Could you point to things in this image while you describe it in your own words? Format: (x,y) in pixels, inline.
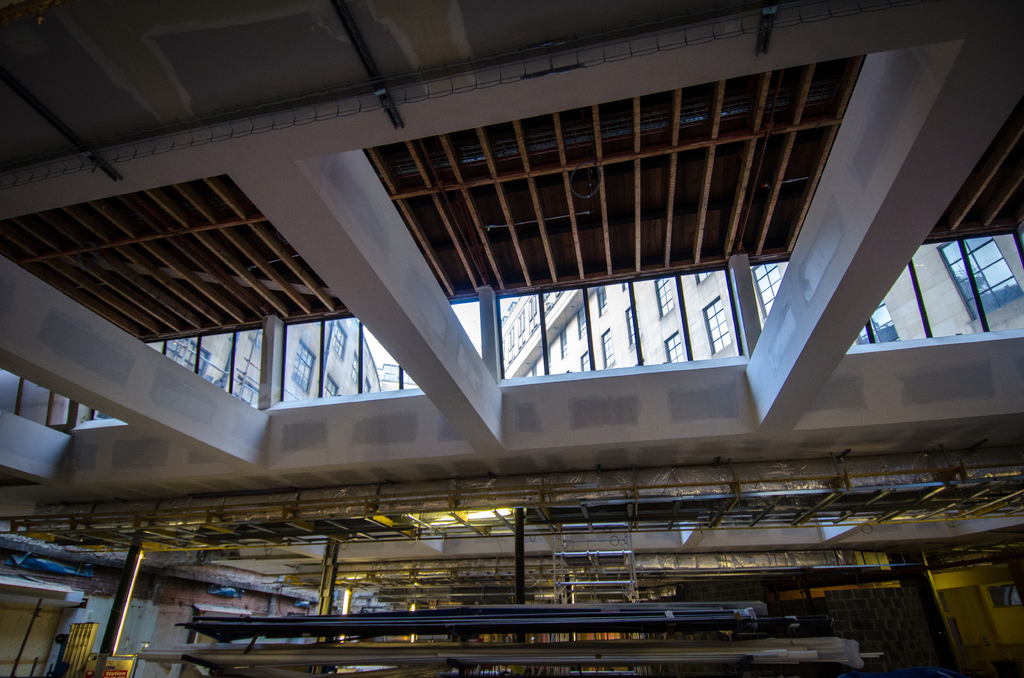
In this picture we can see an inside view of a building (282,343), there are some metal rods (532,620) at the bottom (502,626), in the background (569,353) we can see buildings (569,353).
